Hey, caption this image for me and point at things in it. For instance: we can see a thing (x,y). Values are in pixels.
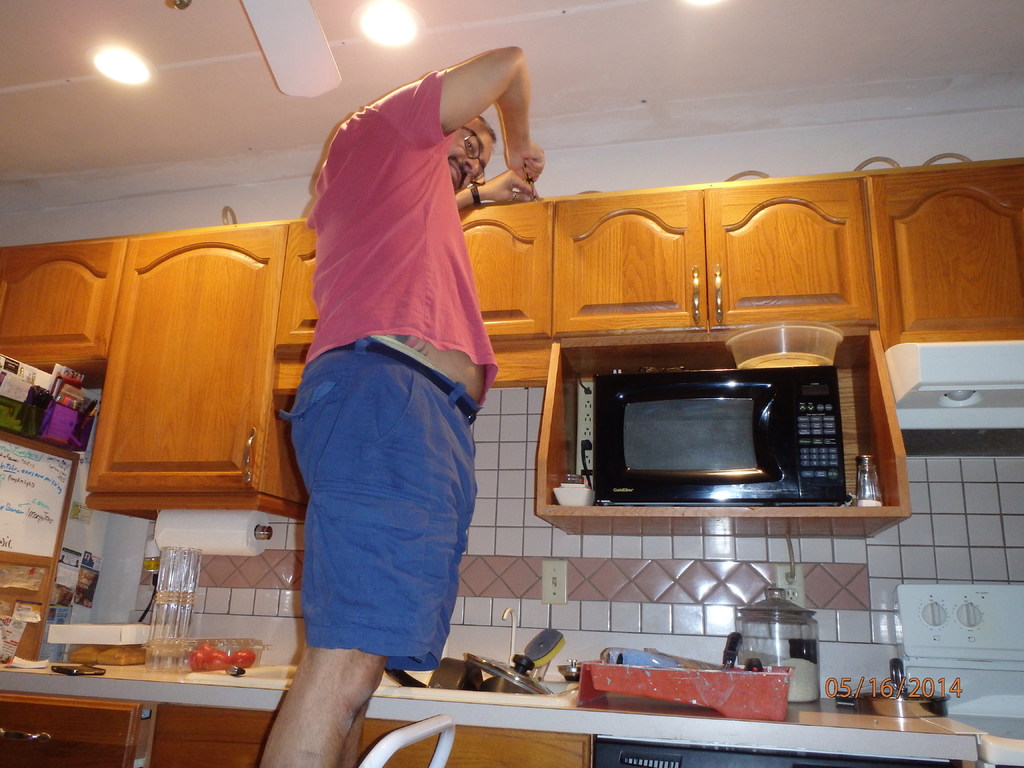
In this picture there is a man (420,219) wearing pink color t-shirt (406,167) and blue shorts (362,505) standing and repairing the wooden cabinet door (680,315). Below there is a black color micro oven (799,493) in the box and some white color cladding tiles (1012,566). In the front (87,714) bottom side there is a kitchen platform (787,729) with some red color plastic tray (758,701) and some vessels (483,682) are placed on it.
